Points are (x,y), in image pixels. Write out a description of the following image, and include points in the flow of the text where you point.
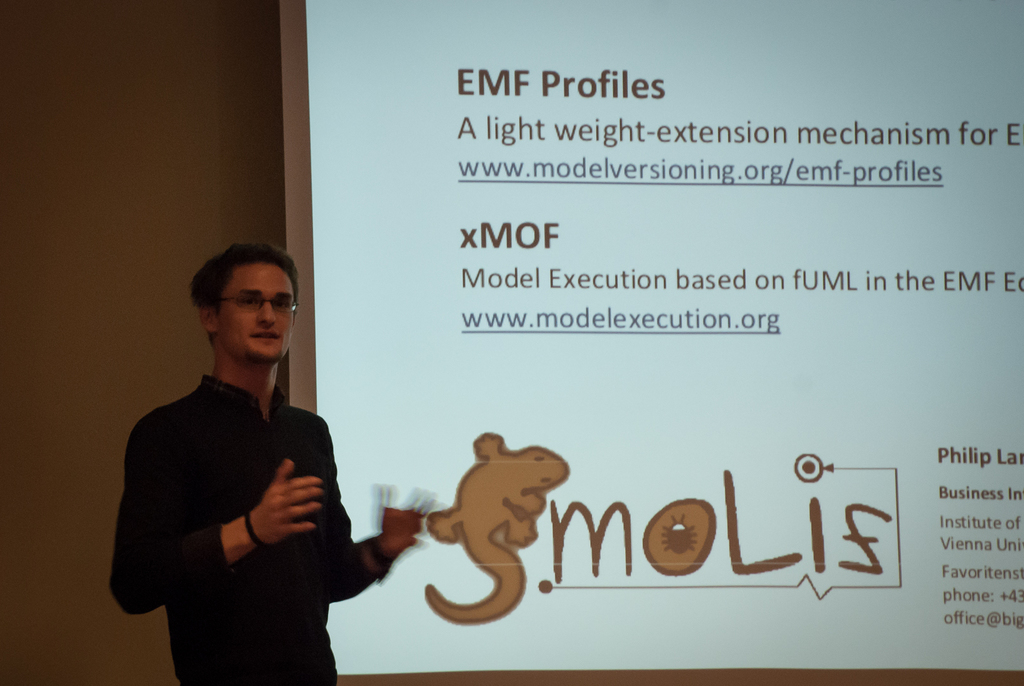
A person (266,634) is standing at the left (323,588) wearing a black shirt (246,427). There is a projector display (548,199) at the back (838,342).
